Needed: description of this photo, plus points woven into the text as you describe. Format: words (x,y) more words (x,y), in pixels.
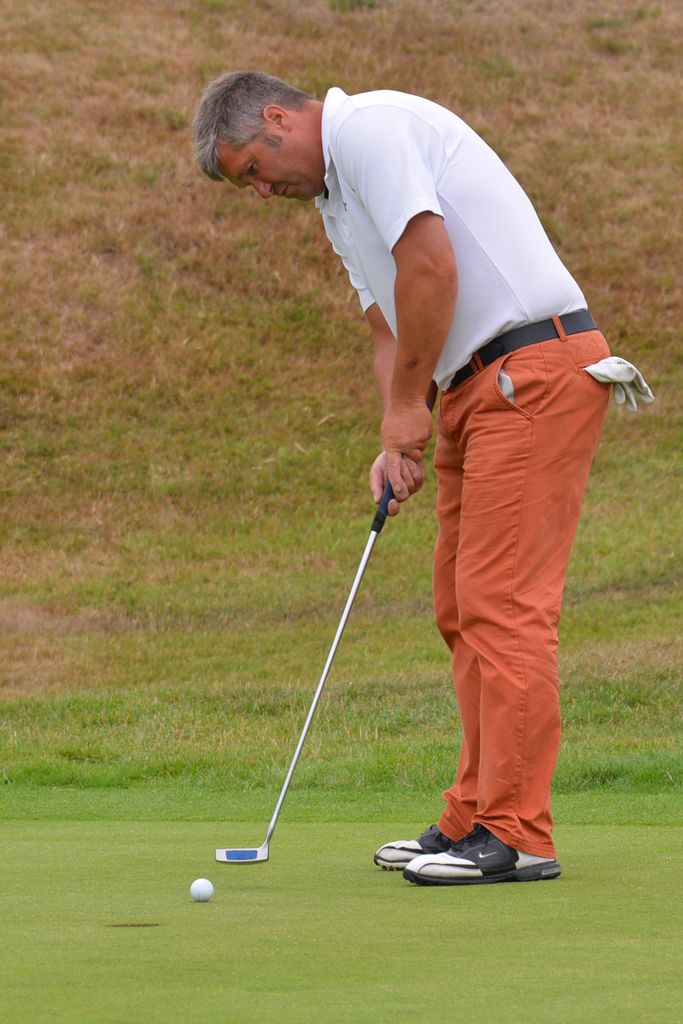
In this picture we can see a person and a ball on the ground (468,1013) and he is holding a stick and in the background (404,699) we can see the grass (443,73).
